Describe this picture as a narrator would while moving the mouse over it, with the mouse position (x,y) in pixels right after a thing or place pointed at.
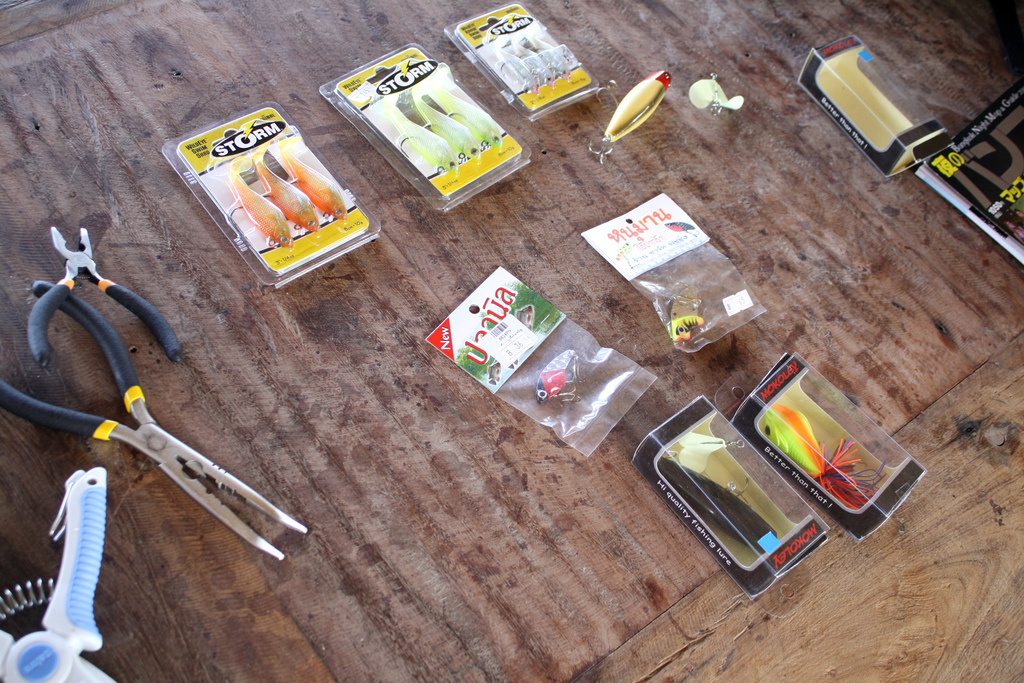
In this image I can see on the left side (125,302) there is a cutting plier (108,363) in black color and other tools (112,351). In the middle (633,237) there are toys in the shape of fishes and other insects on a wooden table (636,409).
